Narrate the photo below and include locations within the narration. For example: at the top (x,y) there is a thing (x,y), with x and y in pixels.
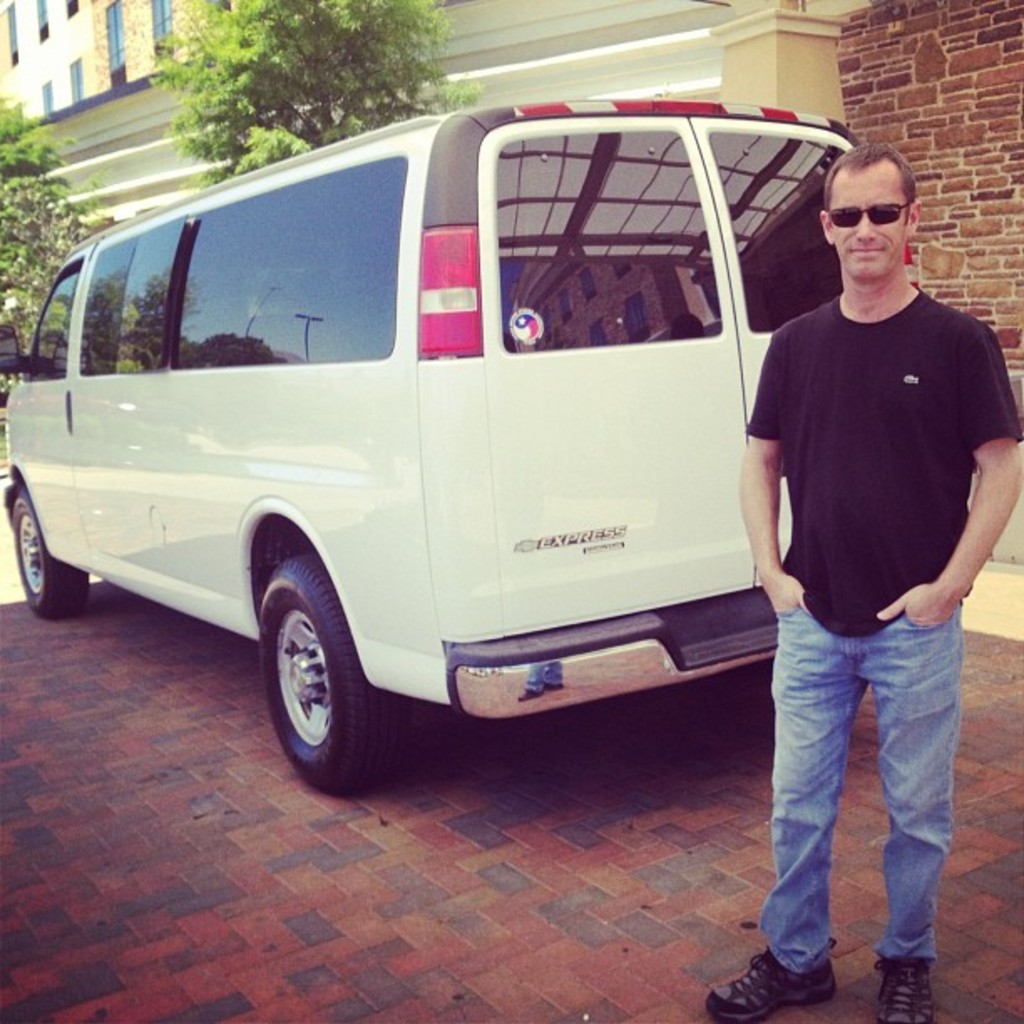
There is a man (858,249) standing and wore glasses (842,215) and we can see car (285,655) on the surface (290,920). In the background (498,52) we can see wall (137,60), trees (312,38) and windows (160,40).
